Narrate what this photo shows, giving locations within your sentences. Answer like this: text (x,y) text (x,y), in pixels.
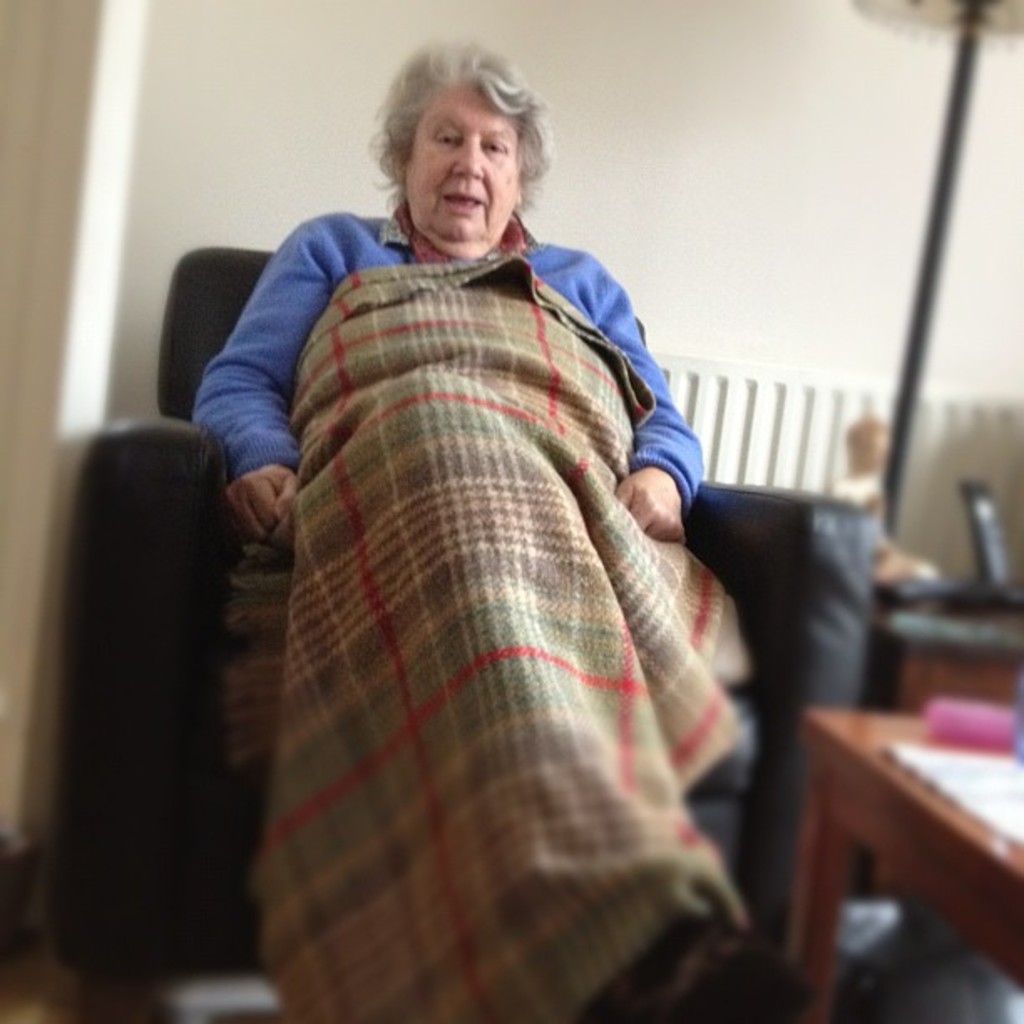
In this picture there is a woman (449,662) who is sitting on the couch (173,732) and she is holding a blanket (578,350). Beside her I can see the toy (881,448) and other black object (971,525) which is kept on the table (968,607). Beside the table (1011,677) there is a black color pipe (962,35) which is placed near to the wall (865,274). In the bottom right corner (1004,726) I can see the paper (1021,781) and pink color object (997,705) on the table (807,740).
